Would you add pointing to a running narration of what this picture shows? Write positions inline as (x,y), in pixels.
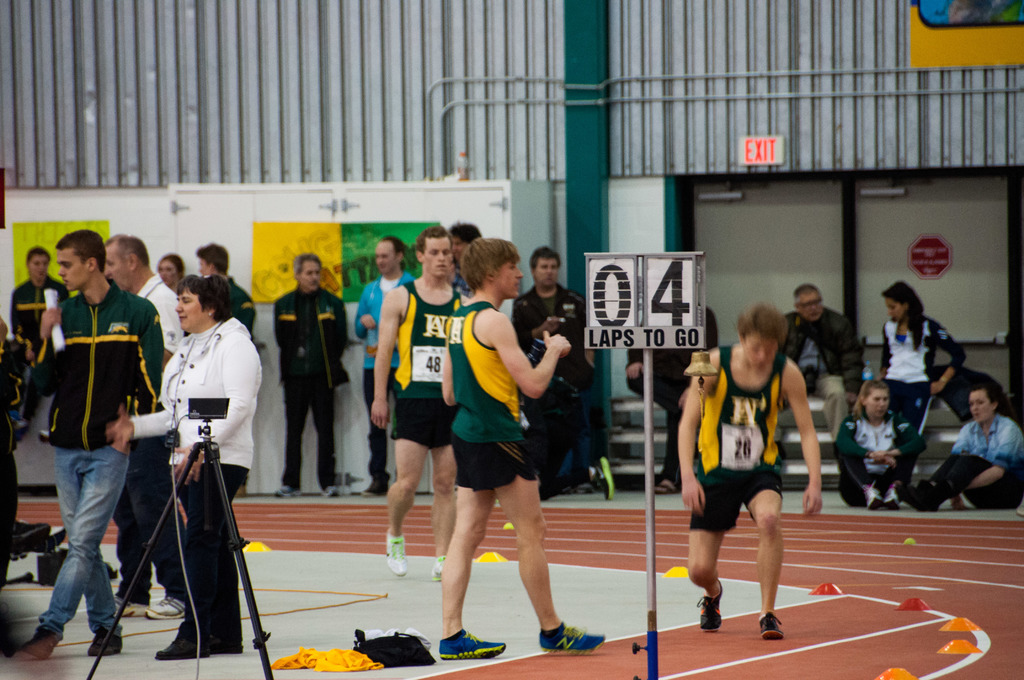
There is a group of persons (512,410) standing as we can see in the middle of this image (665,387), and there are some persons (680,376) sitting on the stairs (655,415) is on the right side of this image (816,416). There is a pole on the right side of this image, and there is a camera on the left side of this image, and there is a wall (598,234) in the background (568,227).
